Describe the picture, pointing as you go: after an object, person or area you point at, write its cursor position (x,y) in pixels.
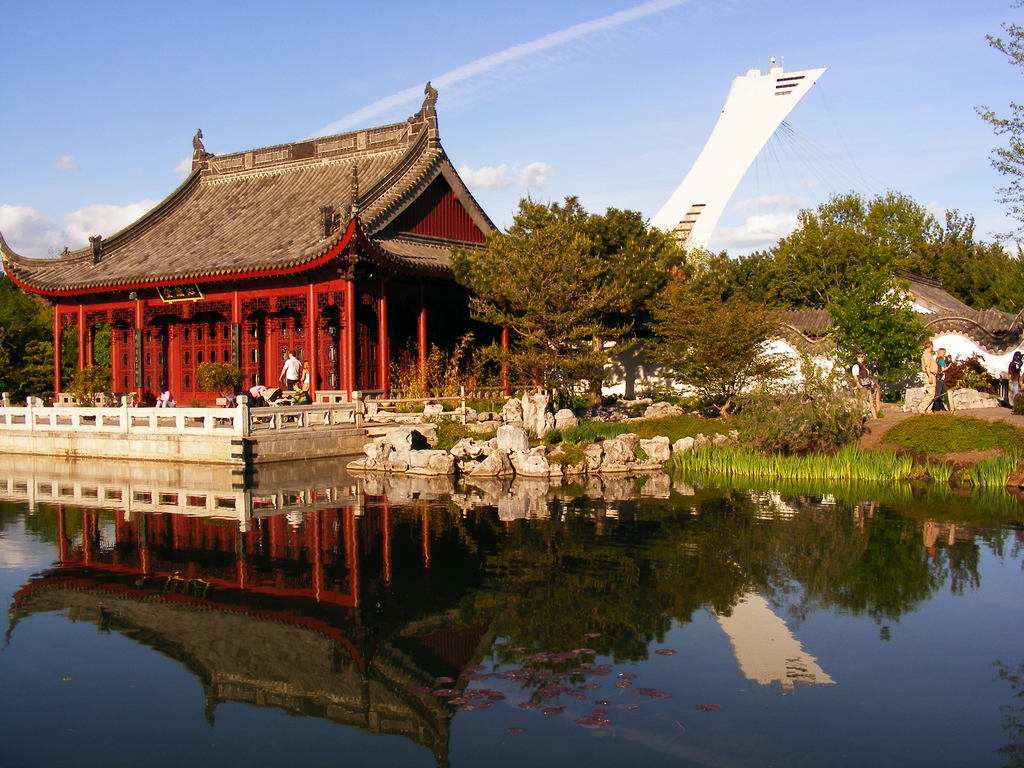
In this image, in the middle (390,339) there is a house (387,320). At the bottom (599,627) there are stones (594,417), plants (833,460), grass (835,472), water (565,662). In the middle (531,277) there are people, trees (681,257), sky (959,134) and clouds (476,67).
